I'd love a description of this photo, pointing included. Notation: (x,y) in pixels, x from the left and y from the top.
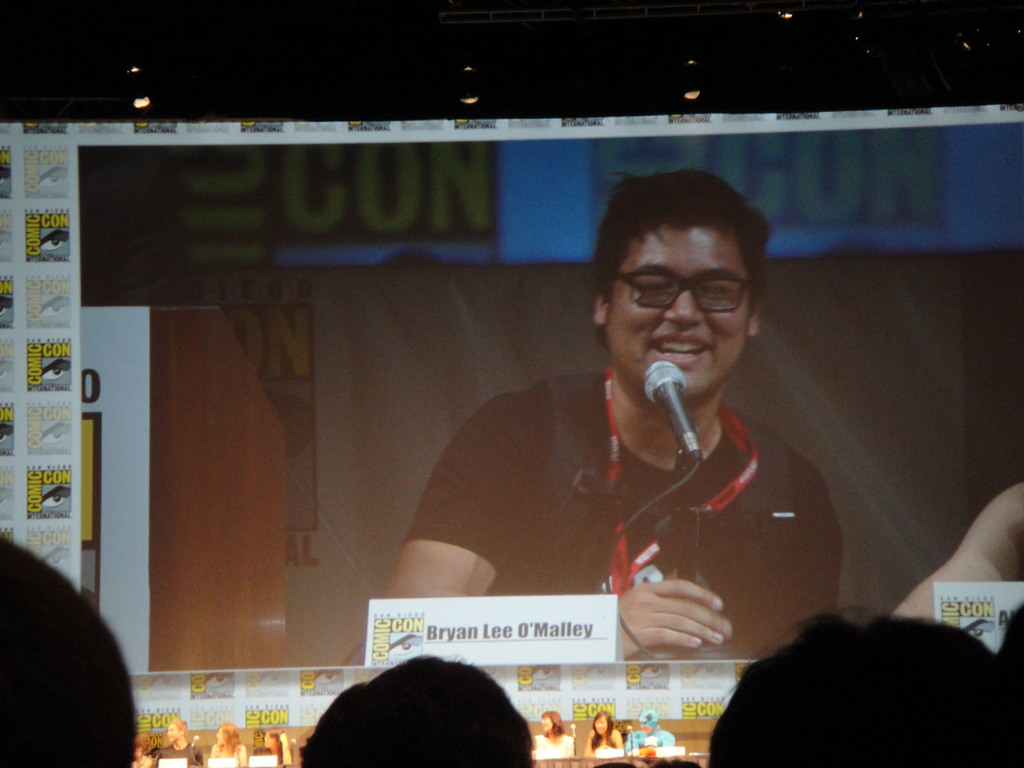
In the picture I can see the screen (292,384). On the screen (387,189) I can see a man (823,515) smiling and he is in front of a microphone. I can see a few persons (461,708) at the bottom of the picture (510,700). There is a lighting arrangement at the top of the picture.
